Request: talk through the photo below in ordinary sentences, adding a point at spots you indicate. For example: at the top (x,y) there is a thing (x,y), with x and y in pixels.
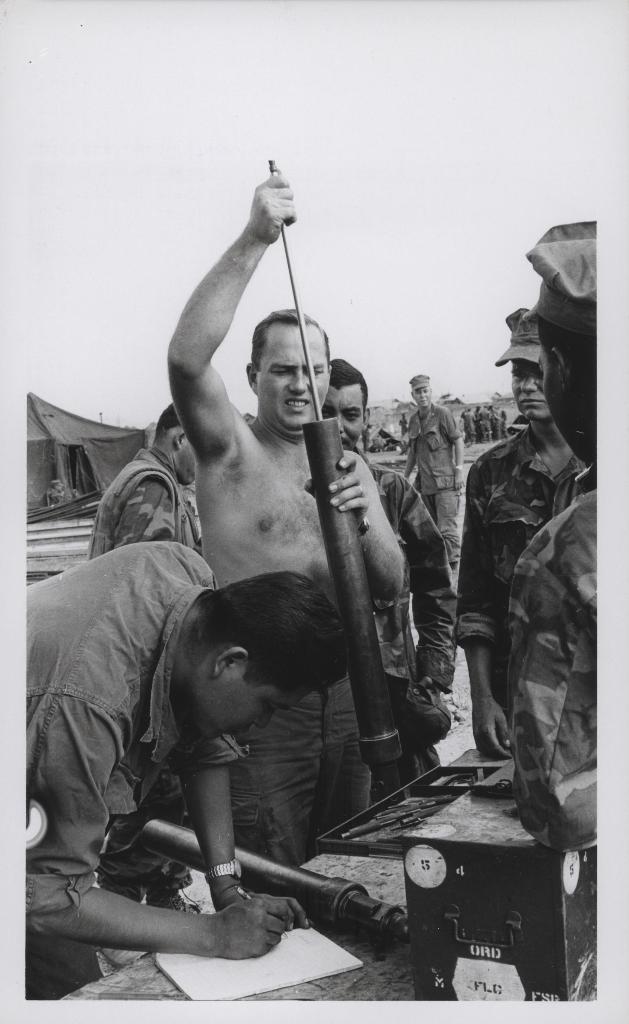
This image consists of many people (282,456). It looks like an army (210,808). In the front (338,934), there is a table (368,950) on which there are weapons (337,917) and a box (568,900). On the left (154,777), there is a man (50,729) writing on a paper (314,955). Beside him, there is a man (240,559) holding a weapon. In the background (49,473), we can see a tent (59,469). At the top (299,249), there is sky (299,249).
